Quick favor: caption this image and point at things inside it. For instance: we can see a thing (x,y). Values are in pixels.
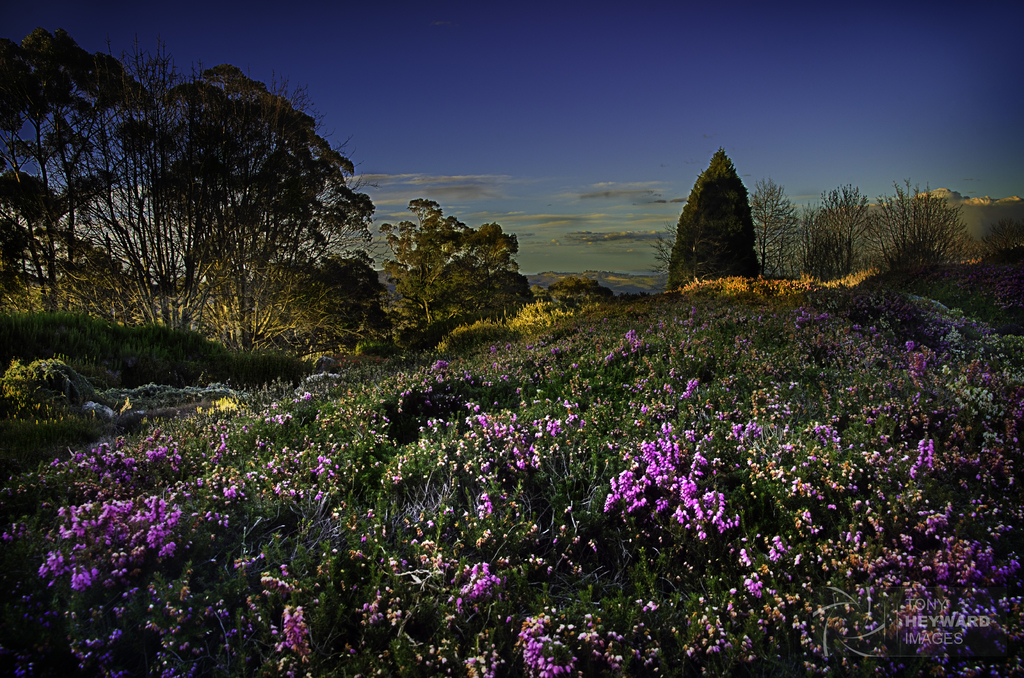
In this image I can see few plants (564,557) which are green in color and to them I can see few flowers (685,487) which are pink in color. In the background (368,311) I can see few trees (291,276) which are green and yellow in color and the sky (617,126).
